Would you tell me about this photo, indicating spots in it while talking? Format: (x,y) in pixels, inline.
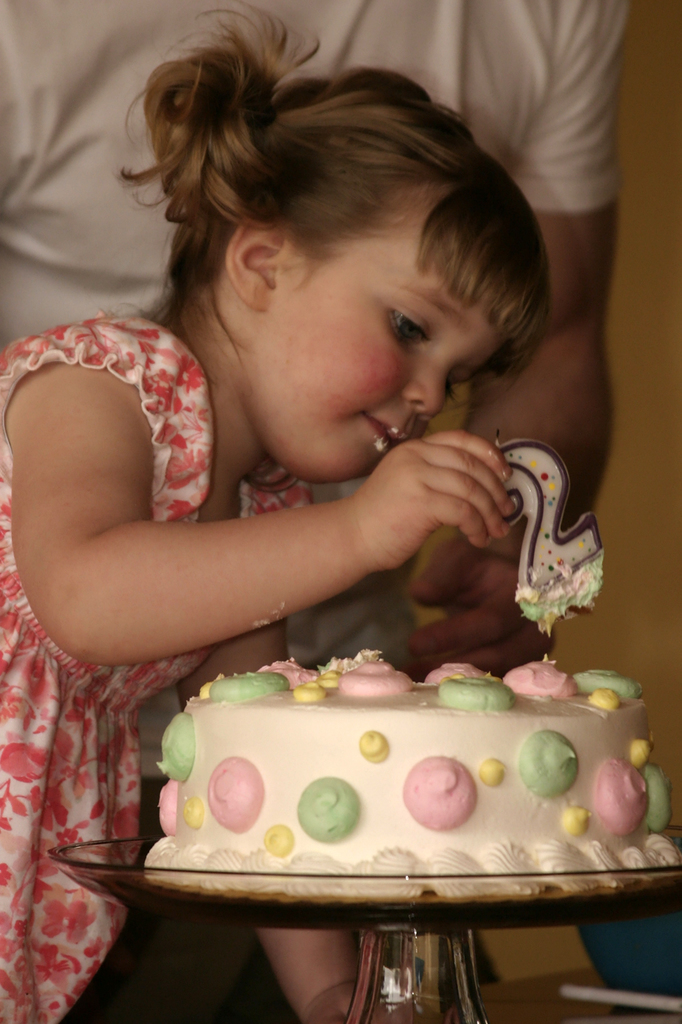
In this picture we can see few people (228,389), on the left side of the image (139,514) we can see a girl (158,495), in front of her we can find a cake (545,732), and she is holding a candle (567,560).
